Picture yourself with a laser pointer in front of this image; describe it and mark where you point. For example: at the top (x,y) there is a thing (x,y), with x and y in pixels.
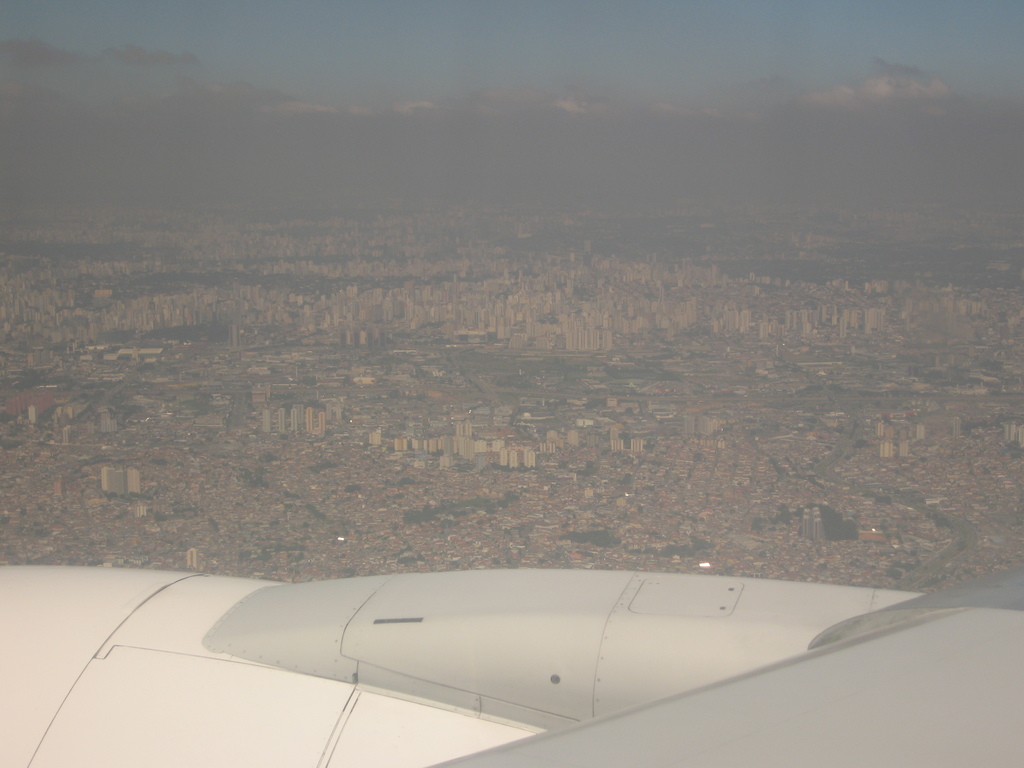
In this image there is part of a airplane (527,610), in the background (26,438) there are buildings (137,298) and cloudy sky (635,183).
